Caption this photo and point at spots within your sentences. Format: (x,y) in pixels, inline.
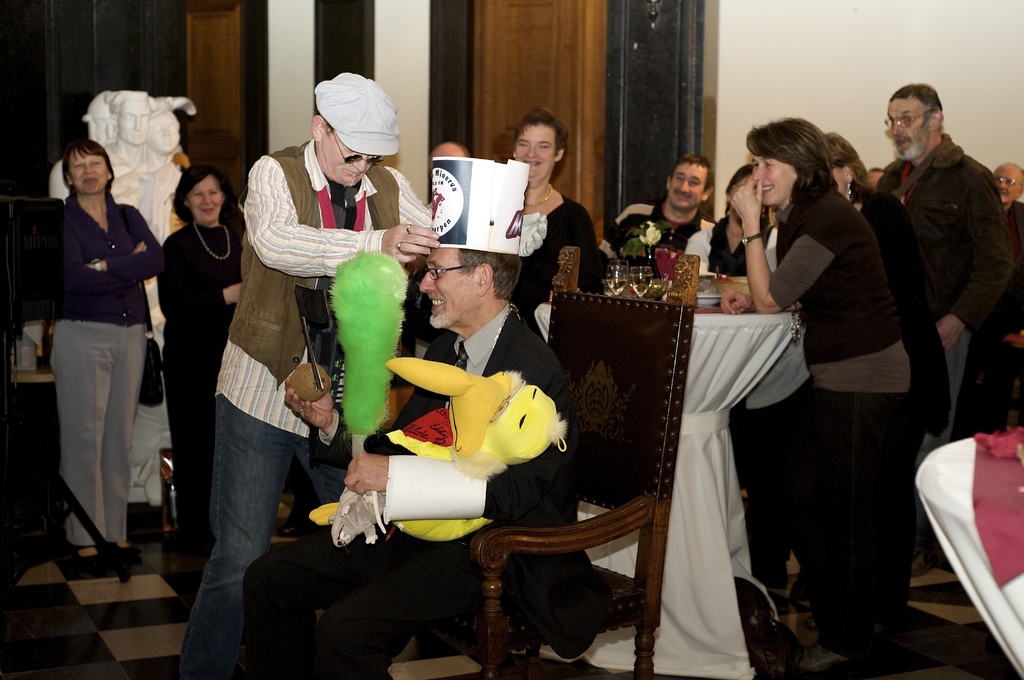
This image is taken indoors. In the background (655,78) there is a wall (679,85) with doors (232,91). At the bottom of the image (131,628) there is a floor (449,653). In the middle of the image (495,290) a man (493,502) is sitting on the chair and he is holding a few dolls (404,362) and toys (404,362) in his hands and a man (235,396) is standing on the floor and he is keeping a hat (437,210). On the left side of the image (88,243) there is a sculpture (142,205) and two women (143,283) are standing on the floor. On the right side of the image (1017,229) a few people (815,434) are sitting on the chairs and a few (865,442) are standing. There is a table (702,413) with a few things (703,302) on it.
